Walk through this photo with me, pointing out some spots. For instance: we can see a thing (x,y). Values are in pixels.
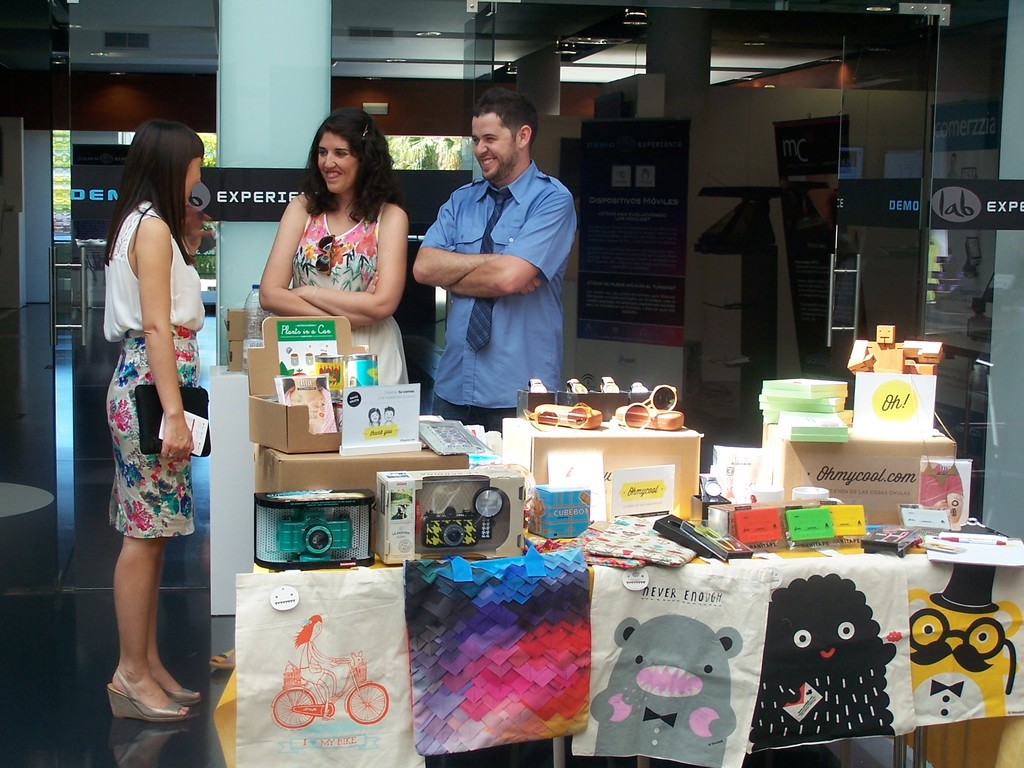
In the foreground (147,323) I can see three persons (192,315) are standing on the floor (202,498) in front of a table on which I can see carton boxes (876,516), posters (632,497), toys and so on. In the background (627,74) I can see pillars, rooftop (610,70), door (115,158) and trees (402,150). This image is taken in a showroom (419,188).
